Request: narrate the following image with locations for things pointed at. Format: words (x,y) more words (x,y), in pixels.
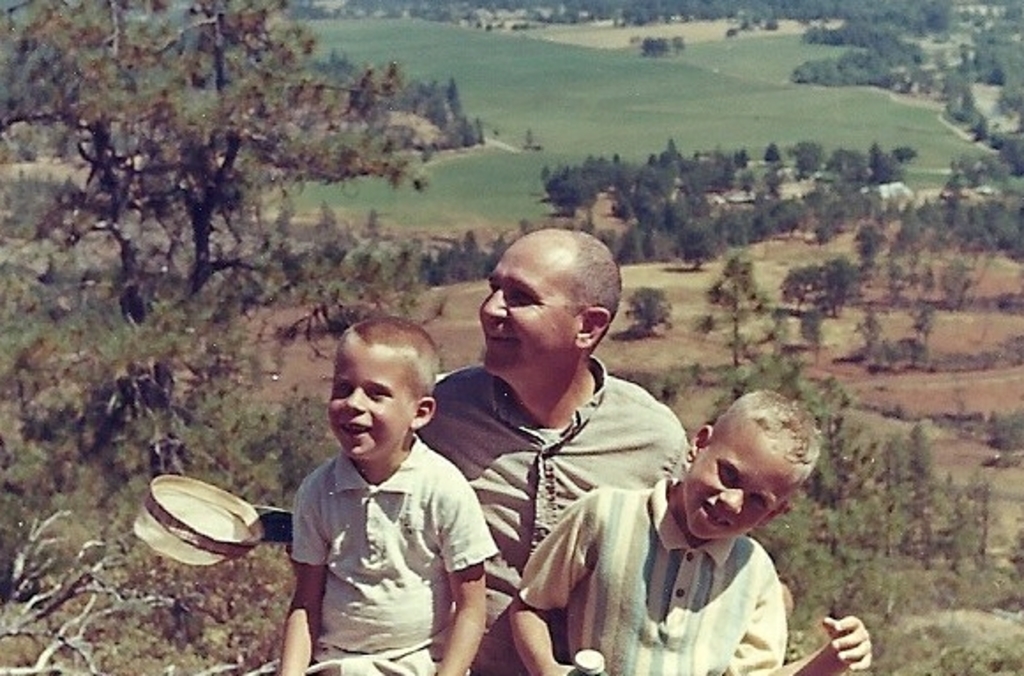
This is an old image. There are trees (108,194) in the middle (473,247). There are three persons (351,389) in the middle (519,410). One is man (463,441) and two are kids (580,513). They are wearing different color shirts (353,505). All are smiling.
